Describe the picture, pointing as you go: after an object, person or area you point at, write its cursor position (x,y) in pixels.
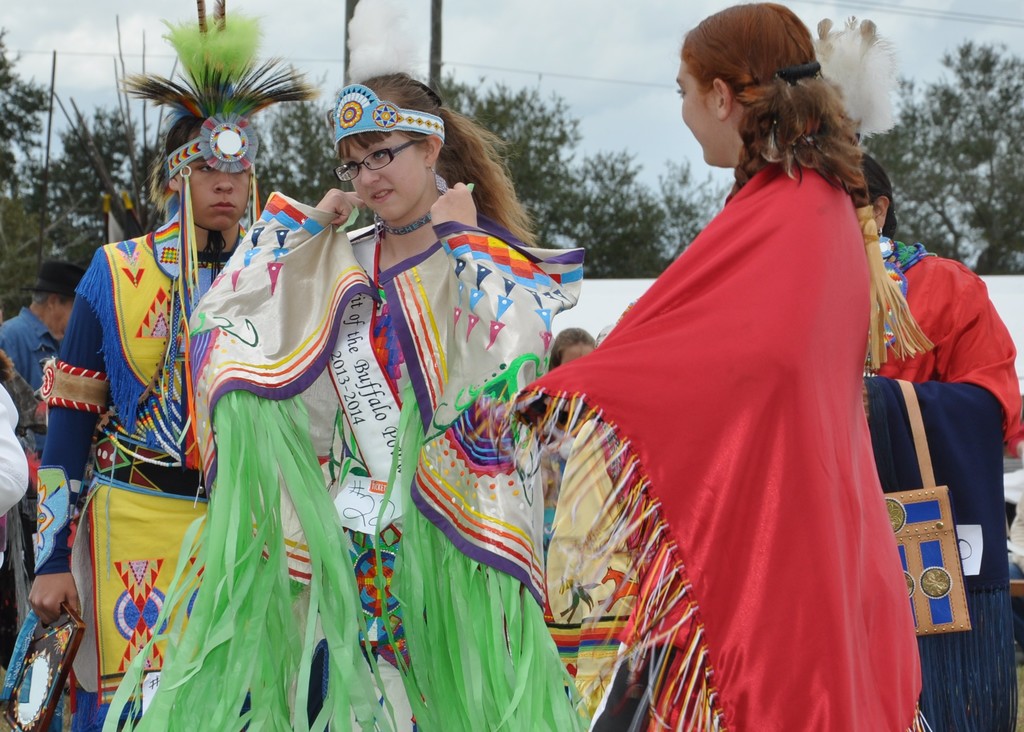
In this image, we can see a group of people (194,308) with different kind of dresses (843,321). In the background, we can see some trees (57,220), poles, electric wires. At the top (667,162), we can see a sky (653,39).
